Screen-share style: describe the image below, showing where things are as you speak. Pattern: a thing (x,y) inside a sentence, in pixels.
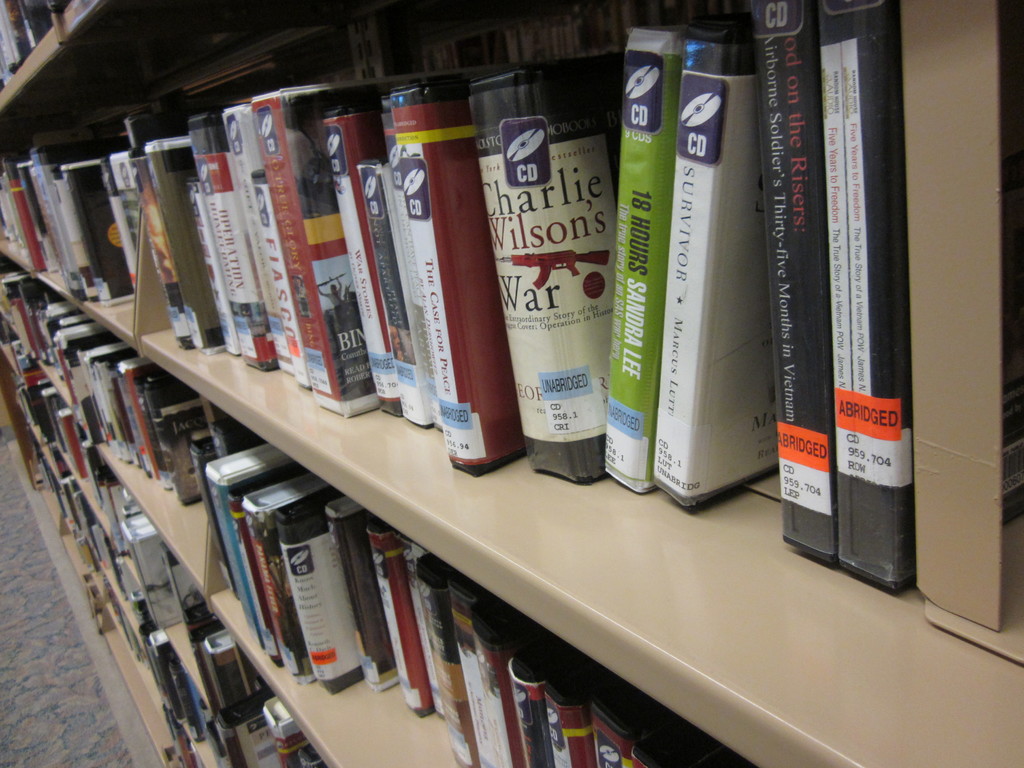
In the image there are different books (1021,397) kept in the shelves (314,687).
